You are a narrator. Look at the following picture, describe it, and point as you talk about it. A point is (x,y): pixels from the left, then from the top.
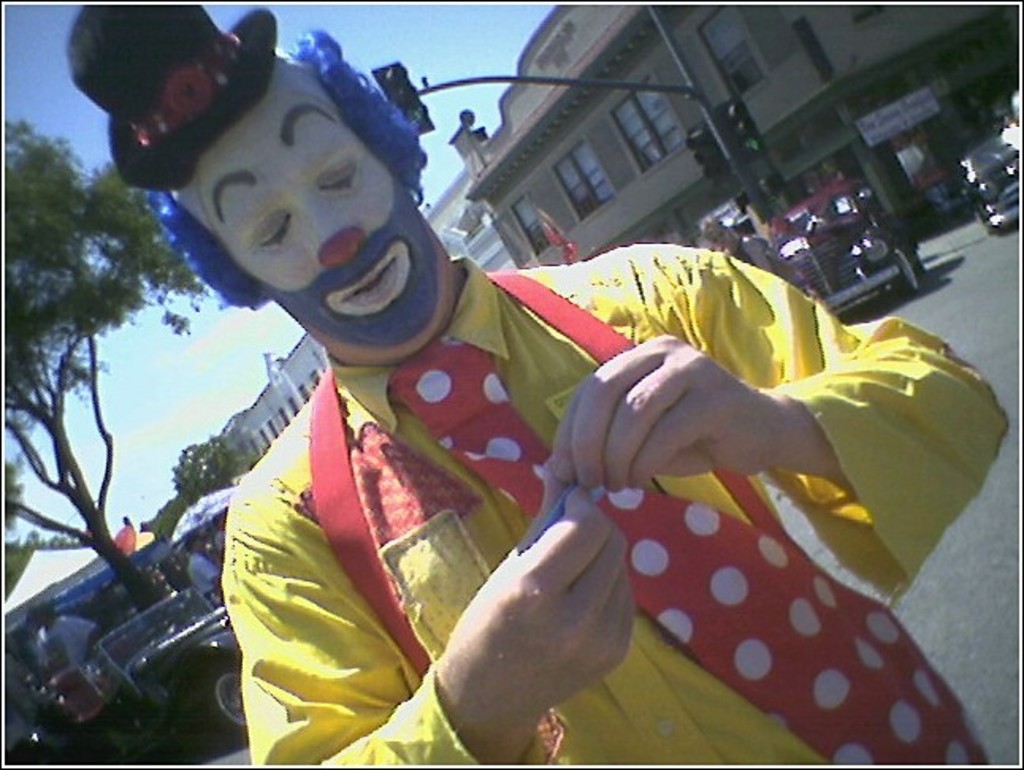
In this picture I can observe a person (352,411) in the middle of the picture (352,485). There is paint (296,226) on his face (322,288). He is wearing yellow color shirt (485,579) and black color hat (211,94) on his head (268,161). In the background (201,482) I can observe buildings (665,195), trees (196,466) and sky (416,72).
